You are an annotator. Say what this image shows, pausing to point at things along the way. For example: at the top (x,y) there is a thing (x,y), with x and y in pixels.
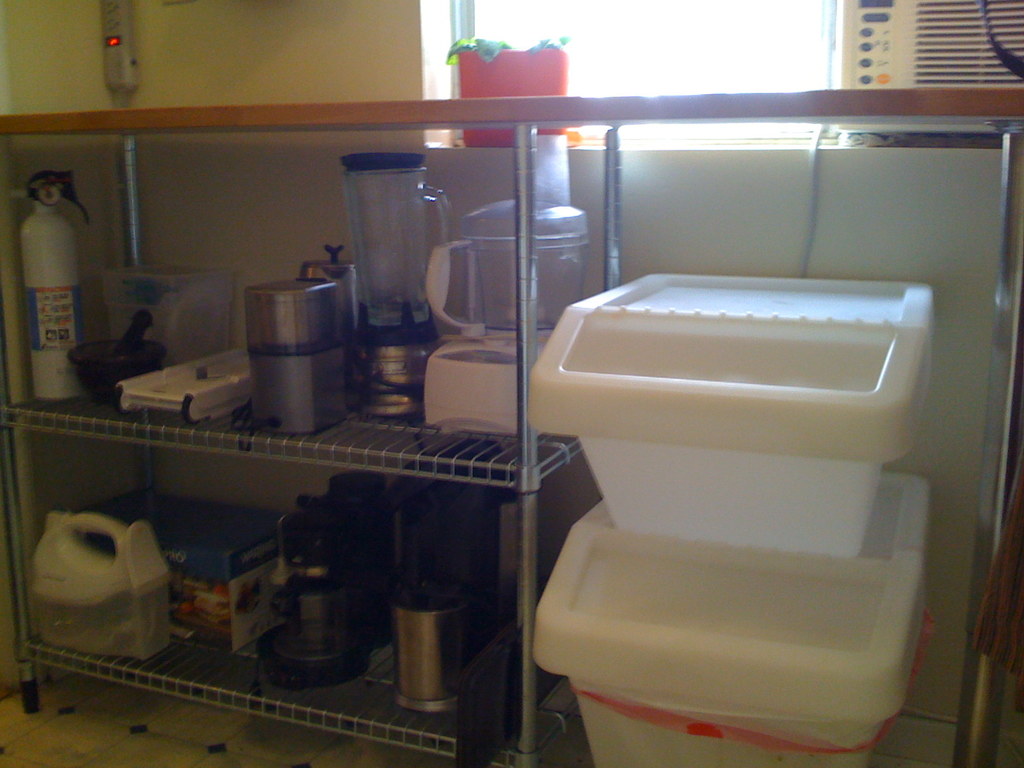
In this image on the right side (786,584) there are some containers (686,464), and on the left side (45,411) there is one table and in that table (404,438) we could see some vessels (490,264), mixer jar (489,277), bowls (492,248), boxes (267,524) and some bottles (39,272). In the background (598,69) there is a window (810,58) and one pot (518,65).
